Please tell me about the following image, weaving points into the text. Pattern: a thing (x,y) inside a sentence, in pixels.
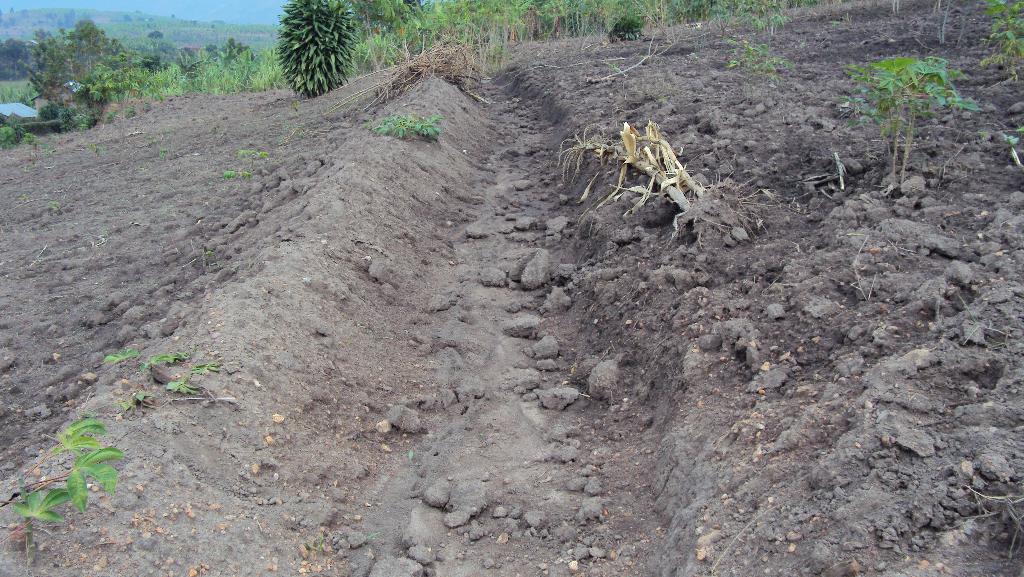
In this picture we can observe soil (486,225). There are some plants (432,118) on the ground (343,329). In the background (176,52) there are trees (167,60) and a sky (190,7).
